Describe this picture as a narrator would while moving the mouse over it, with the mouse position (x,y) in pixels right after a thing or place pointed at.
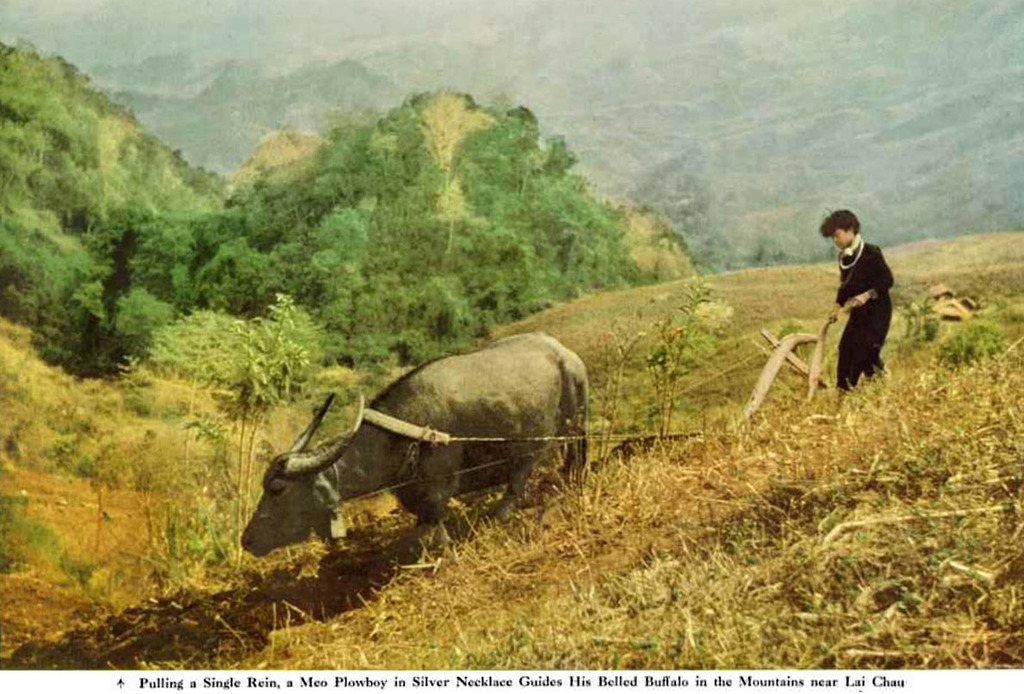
In the image we can see a person (869,309) walking and the person (863,345) is wearing clothes (874,314). This is an animal (493,412), grass (755,519), trees (264,393), soil (214,628), and a wooden object (781,360).
